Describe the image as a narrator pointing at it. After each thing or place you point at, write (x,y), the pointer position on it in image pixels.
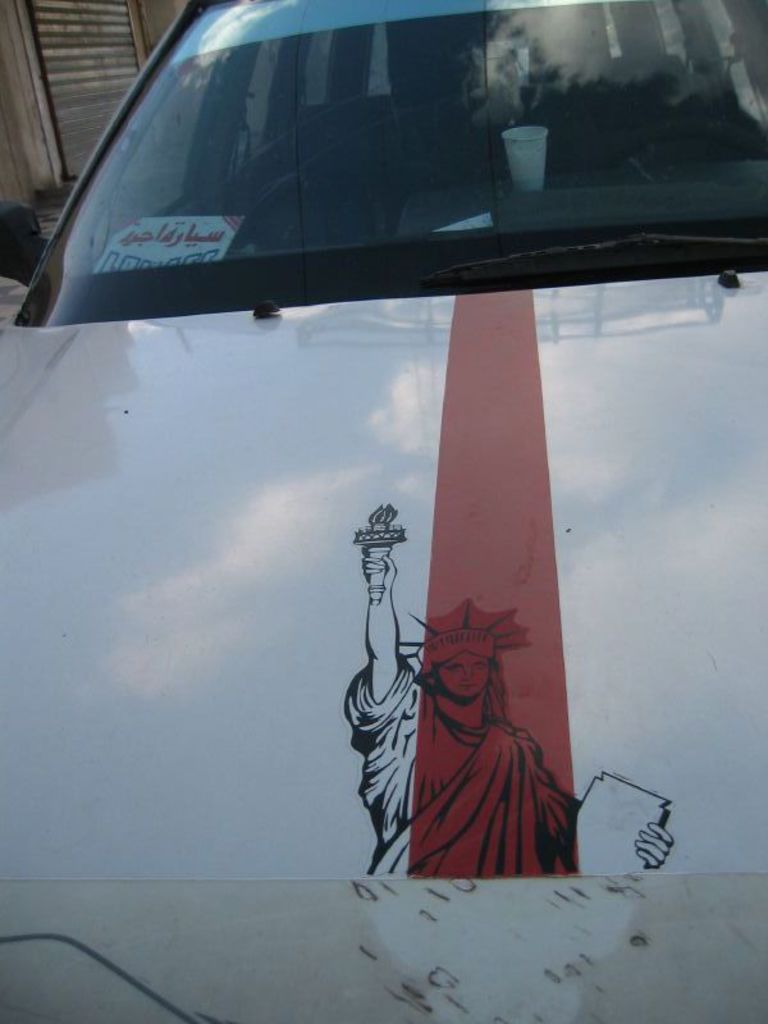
In this image we can see a car (226,668) with a paper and a glass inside it. At the top left (111,87) we can see the shutter (94,106).
